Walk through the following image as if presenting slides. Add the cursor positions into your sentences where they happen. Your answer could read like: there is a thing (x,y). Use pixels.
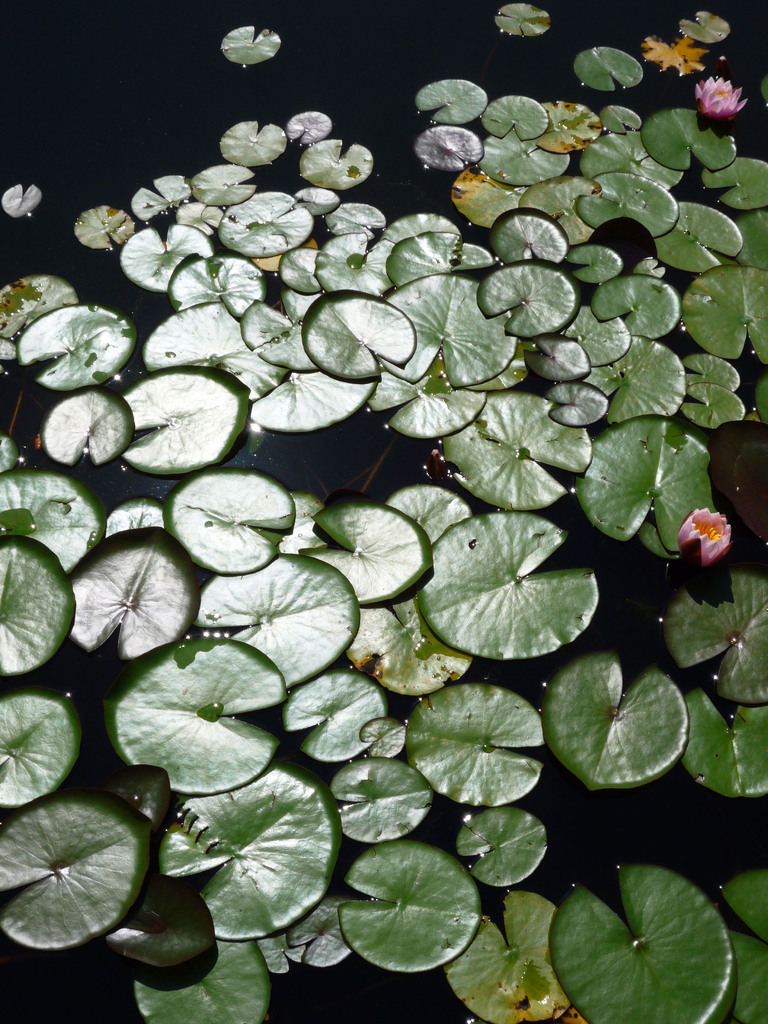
In this picture there are flowers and leaves (351,218) on the water (28,70).
